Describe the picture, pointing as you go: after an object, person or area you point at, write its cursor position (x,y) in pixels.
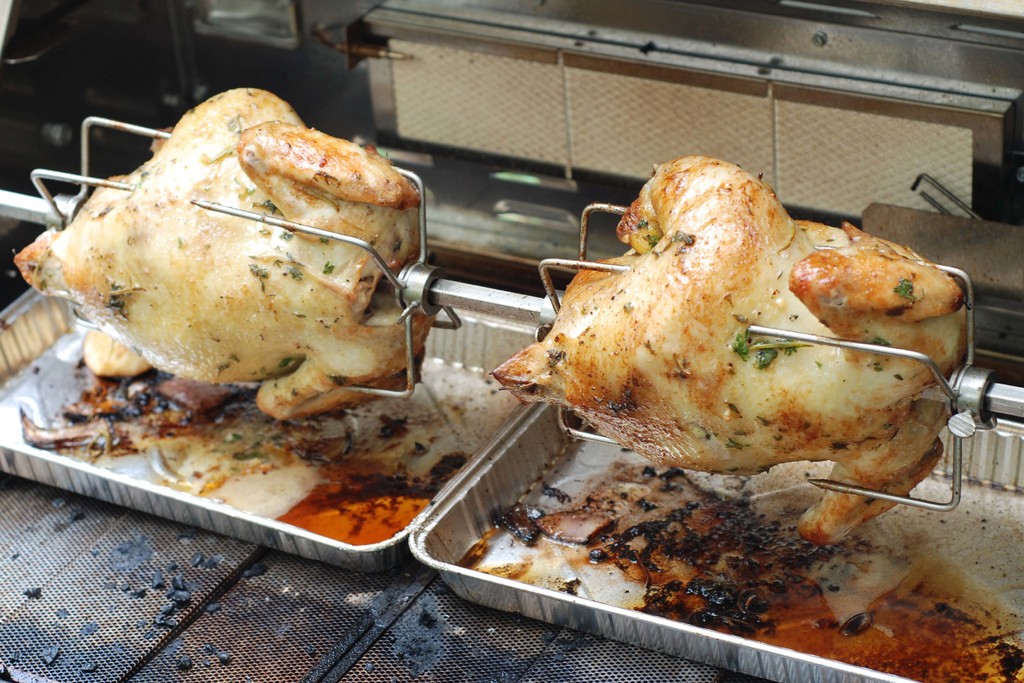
In this image I can see there is some food item (807,407) which is tied to the metal rod (517,307). And at the bottom (690,527) there is a pan (775,484) with drippings (722,551) which is placed on the grill (433,644). And at the back (651,105) there is a metal object (583,133).
